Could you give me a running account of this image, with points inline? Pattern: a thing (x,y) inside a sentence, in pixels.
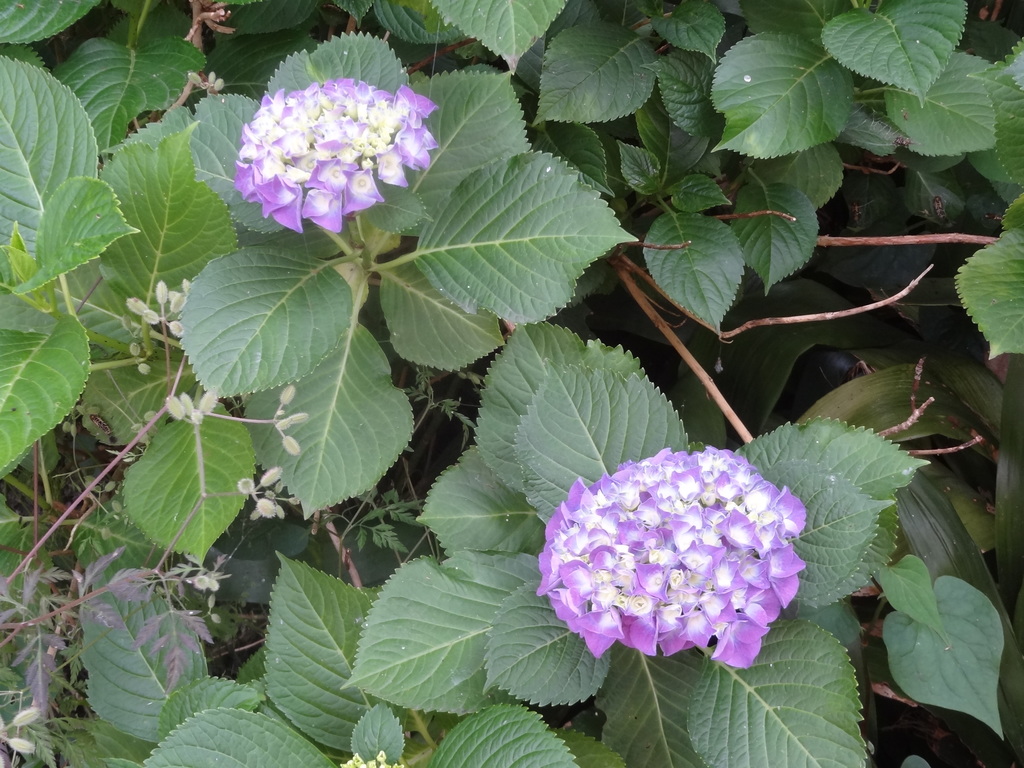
In the picture I can see flower plants (507,438). These flowers (686,583) are purple in color.
